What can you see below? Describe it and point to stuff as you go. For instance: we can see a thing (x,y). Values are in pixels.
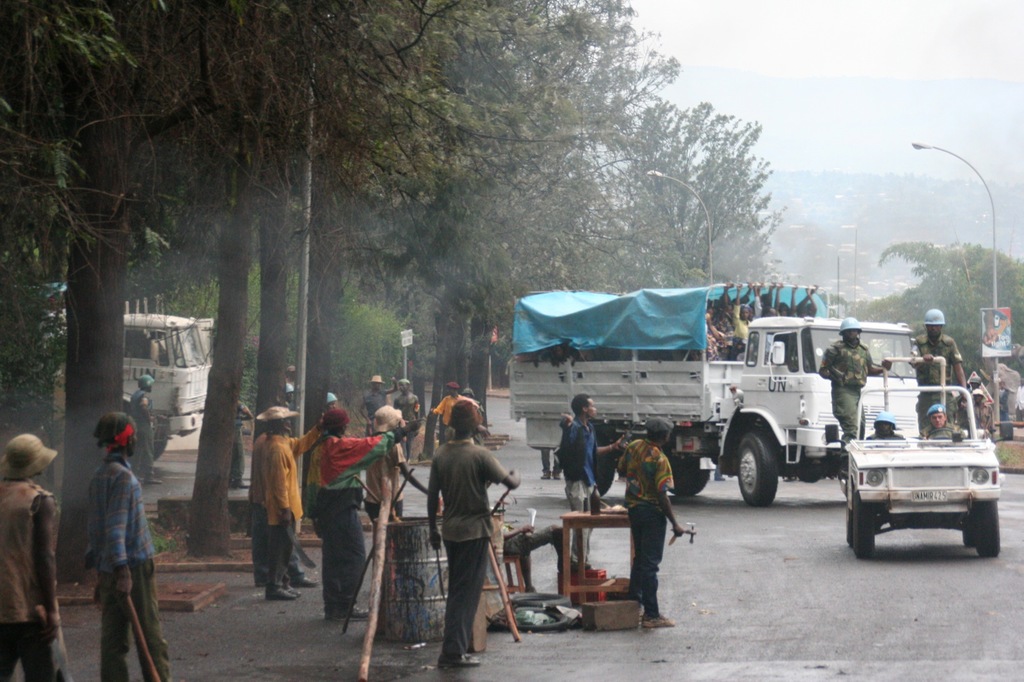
In the picture there are many workers (384,459) and they are doing some work beside the road (536,572) and there is a truck (671,360) and there is a huge crowd (720,316) standing on the truck (677,313) and in the front (904,368) there are officers (923,397) moving on the road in another vehicle (869,451), around them there are a lot of trees (585,234) and street lights (304,297).
